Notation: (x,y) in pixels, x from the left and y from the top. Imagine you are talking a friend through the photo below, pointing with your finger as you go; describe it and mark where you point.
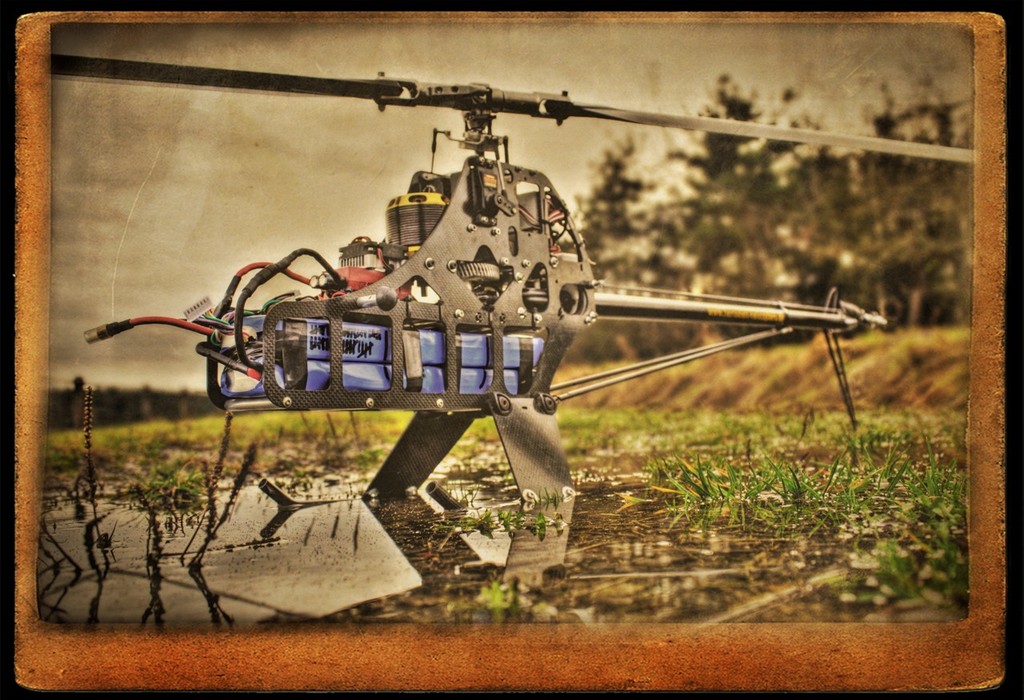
The picture consists of a frame (1000,175), in the frame (994,160) there is a helicopter like machine (486,271). At the bottom (475,536) there is water (614,512) and grass (835,458). In the background (813,221) there are trees (68,399) and sky (209,186).
